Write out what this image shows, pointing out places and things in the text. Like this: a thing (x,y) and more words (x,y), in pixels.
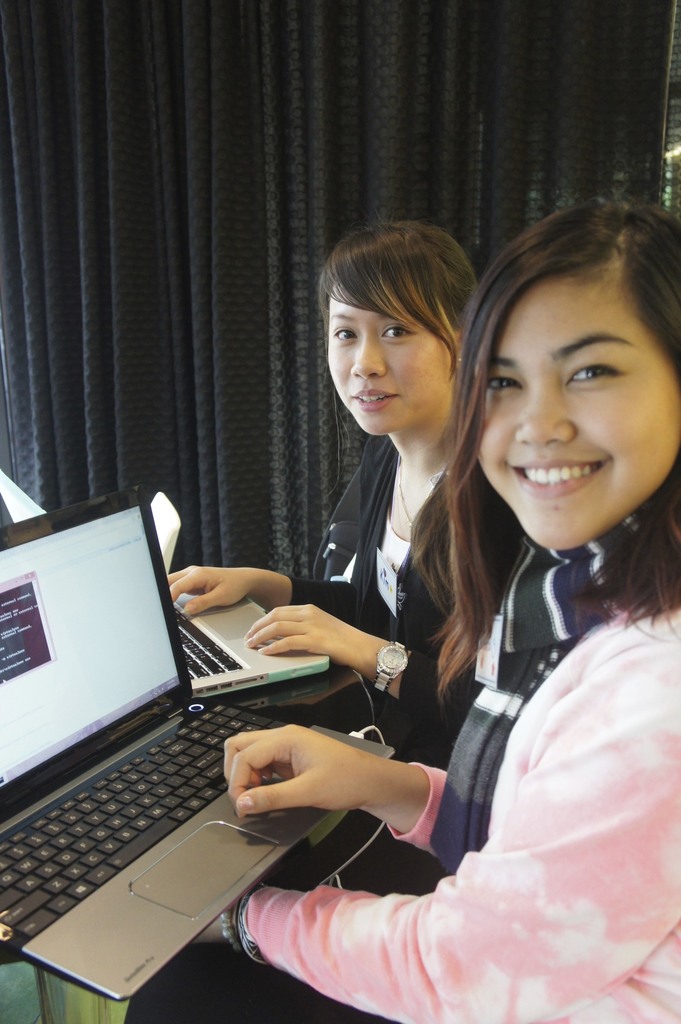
In this image we can see two girls (453,646) are sitting. In front of them laptops (168,769) are there. One girl (507,832) is wearing pink color dress (538,809) and the other one is wearing black color. Behind black color curtain (180,236) is present.
